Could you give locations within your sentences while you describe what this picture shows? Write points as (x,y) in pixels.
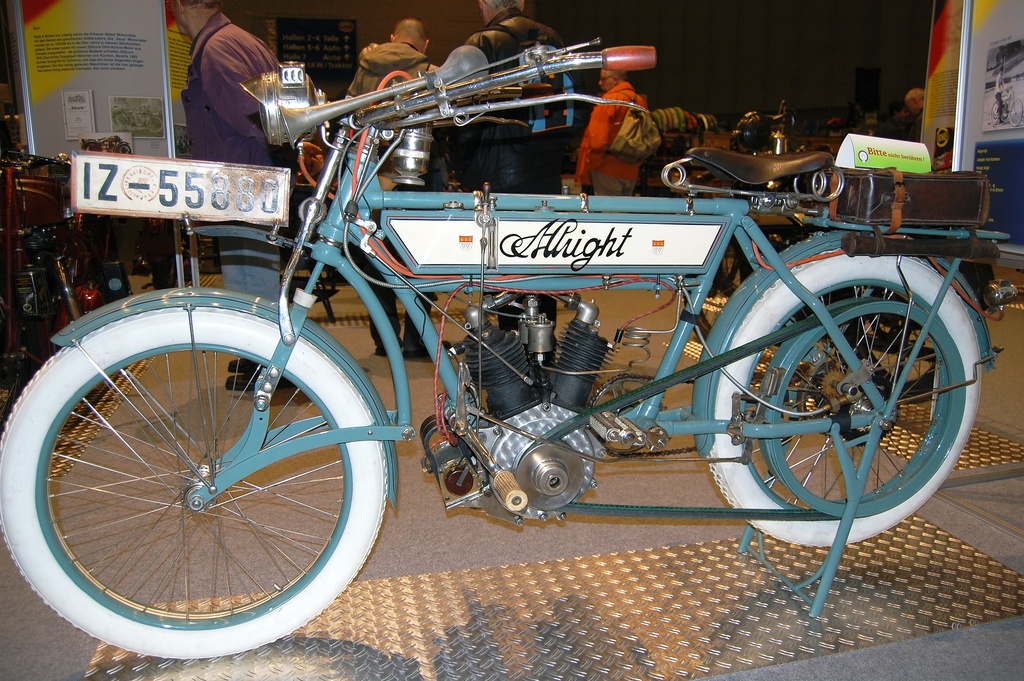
In the picture I can see a motorcycle (654,449). In the background (489,44), I can see some persons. I can see the hoarding board (125,61) on the top left side (133,78) and on the top right side (956,83) as well. There is looking like a motorcycle (84,254) on the left side (91,253).
